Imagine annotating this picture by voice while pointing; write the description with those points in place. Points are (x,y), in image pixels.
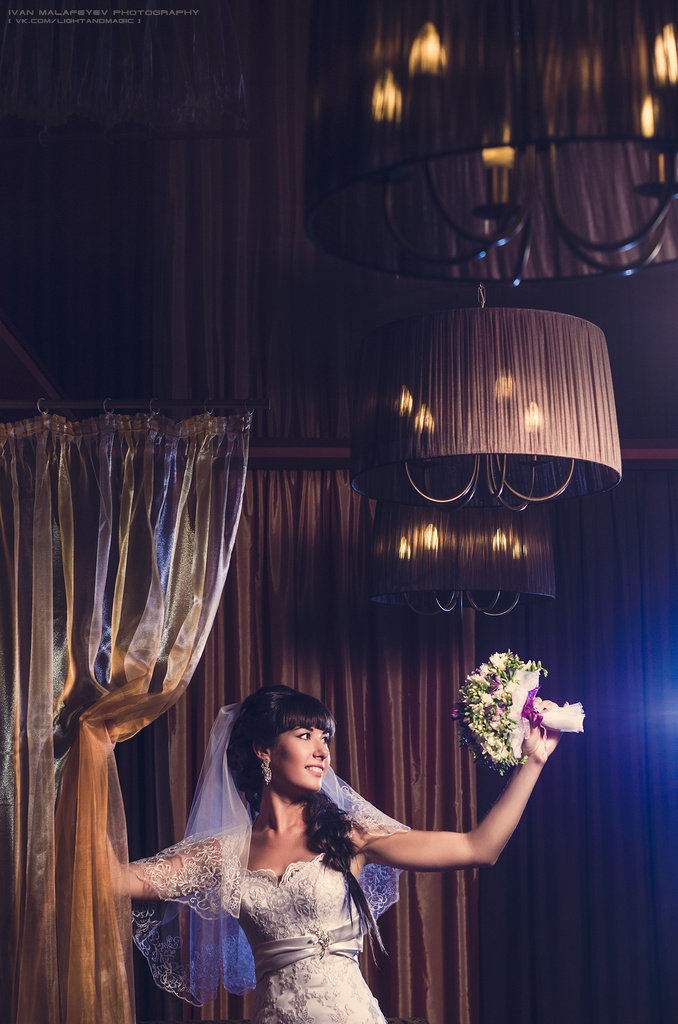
In this image there is one women (242,857) is standing in the bottom of this image (326,855) and holding some flowers (485,729). There are some curtains (221,577) in the background (204,496). There is a chandelier (438,118) on the top of this image (381,220).
